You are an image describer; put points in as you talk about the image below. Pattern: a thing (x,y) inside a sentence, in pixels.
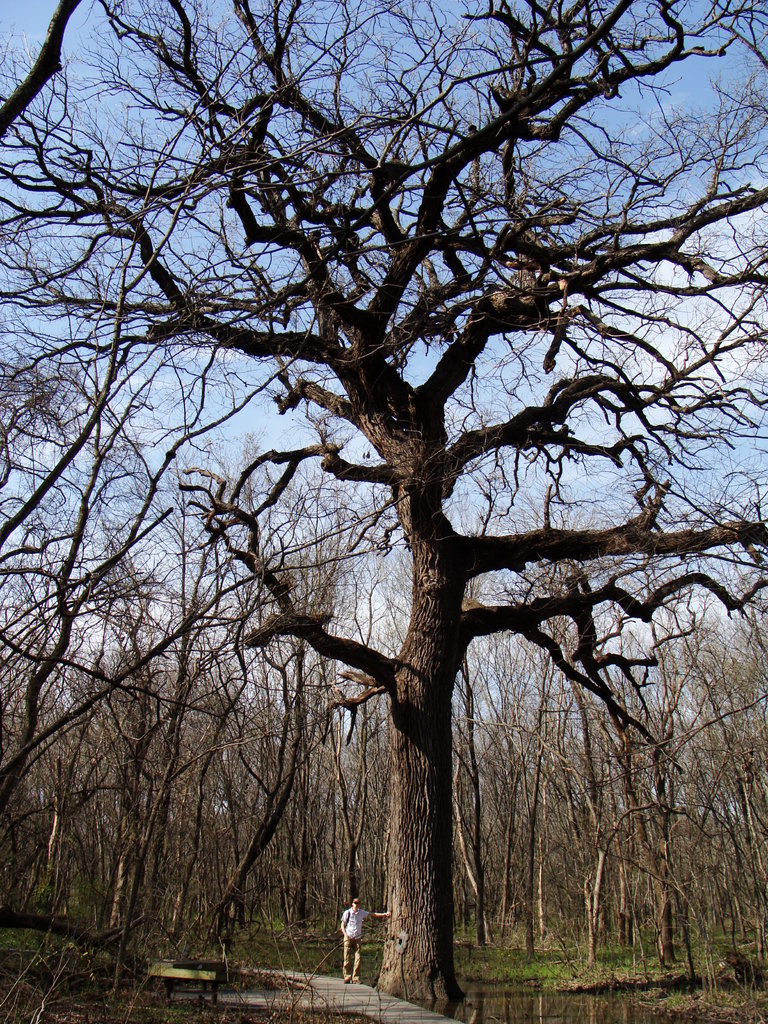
In this image we can see some trees (437,982) and there is a man (346,971) standing near the tree (401,966) and we can see the sky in the background (51,204).
